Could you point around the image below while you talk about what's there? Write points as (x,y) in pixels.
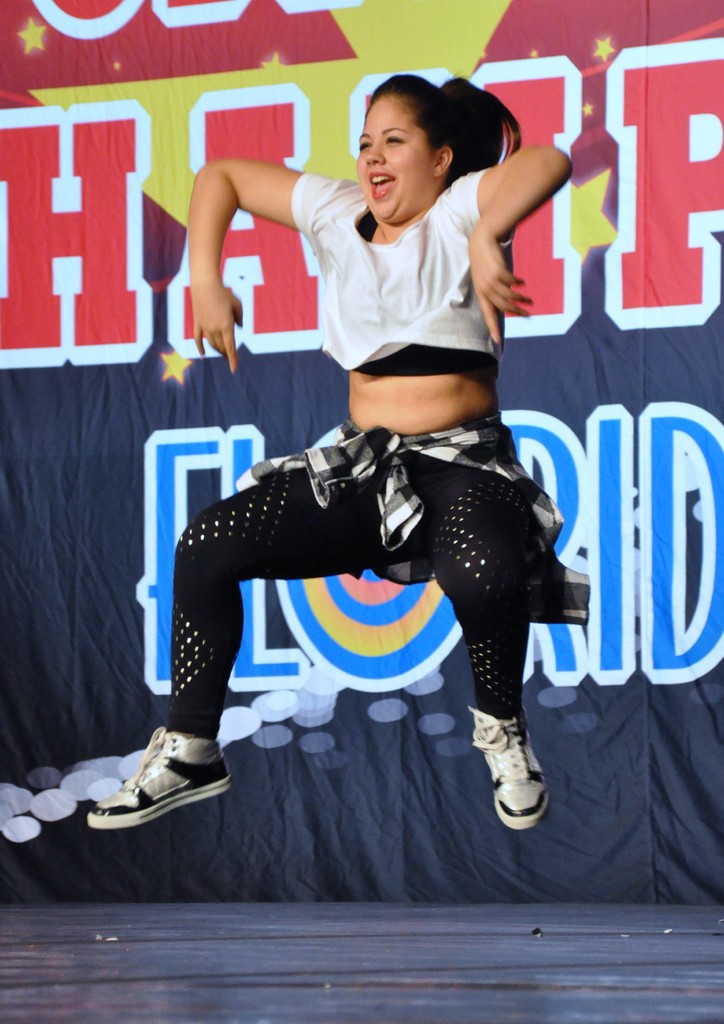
In the center of this picture (264,477) we can see a person (443,288) wearing white color t-shirt (424,253) and jumping in the air (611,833). In the background (18,386) we can see the curtain (118,659) and the text (74,268) and some pictures (30,41) and we can see some other objects (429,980).
